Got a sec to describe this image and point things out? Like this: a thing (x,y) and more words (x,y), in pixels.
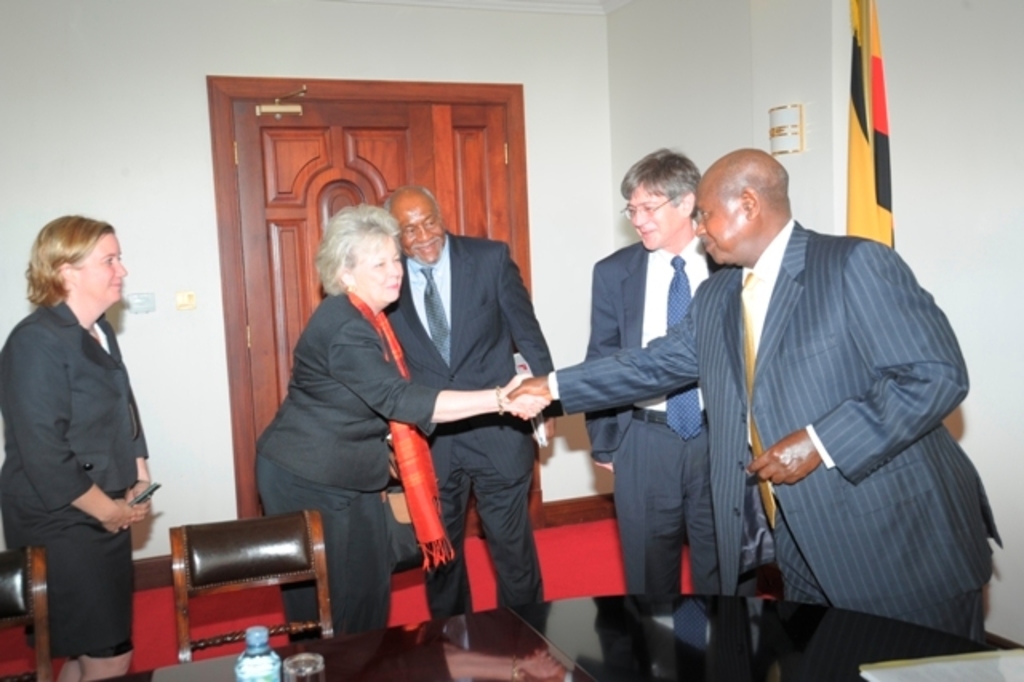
In this image I can see two women (95,584) and three men (466,483) are standing. I can also see all of them are wearing formal dress (689,403) and I can see two of them are doing handshake. On the bottom side of the image (803,628) I can see a chair (249,631), a table (649,642) and on it I can see a bottle (266,648), a glass (310,670) and a file of papers (895,661). In the background (526,234) I can see a flag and a door (255,100). On the right side of the image (770,115) I can see a white colour thing (785,128) on the wall (807,129).
